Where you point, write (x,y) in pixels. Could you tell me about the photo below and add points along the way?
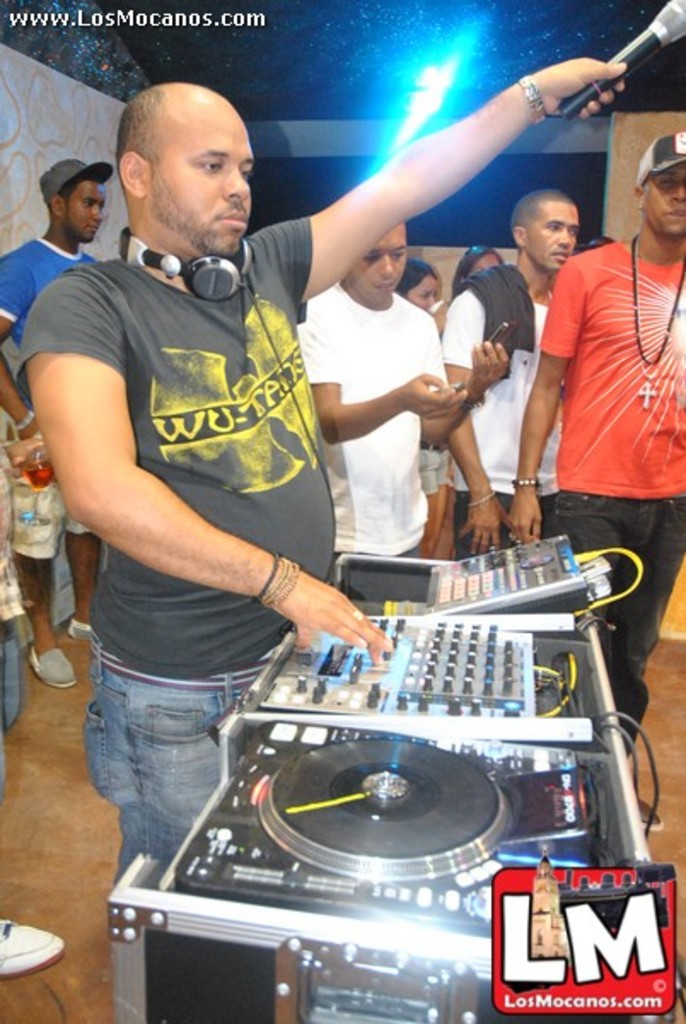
In this picture I can see a man (269,402) in front (192,143) who is holding a mic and I see few musical equipment (341,734) in front of him. In the background (34,413) I can see few people (392,304) standing and on the top of this picture (436,82) I can see the light (388,152). I can see the watermarks (56,18) on the top left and right bottom of this picture (510,959).
